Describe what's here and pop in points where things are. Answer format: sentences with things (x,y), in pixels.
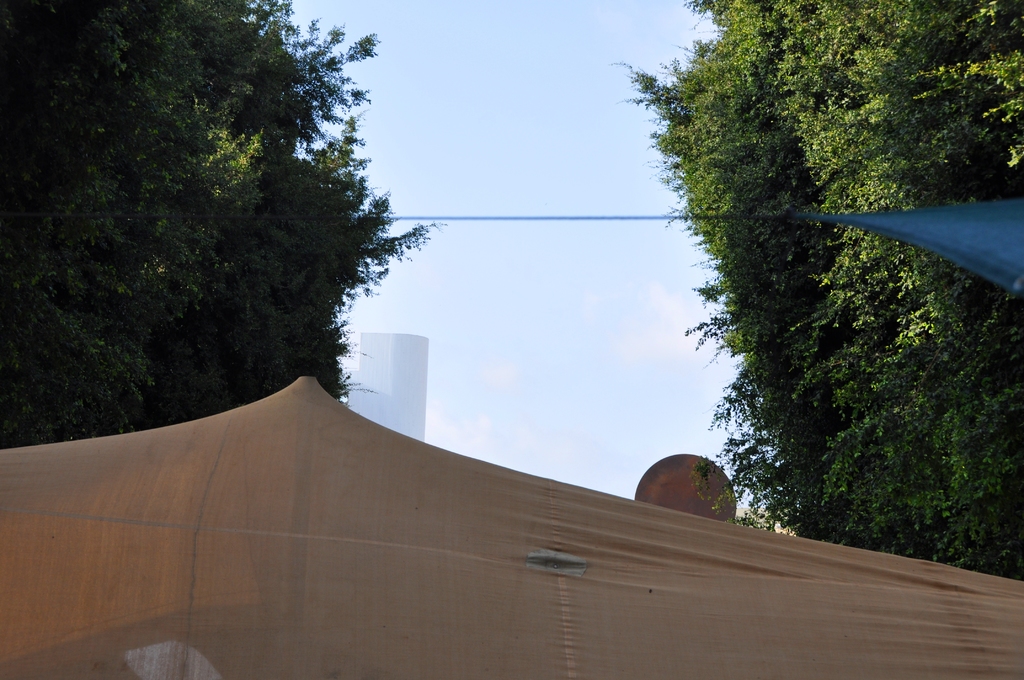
In this image we can see a sky (470,373) in the image. There are few trees (970,319) in the image. There are few tents (487,564) in the image. There is an object (693,479) in the image.
